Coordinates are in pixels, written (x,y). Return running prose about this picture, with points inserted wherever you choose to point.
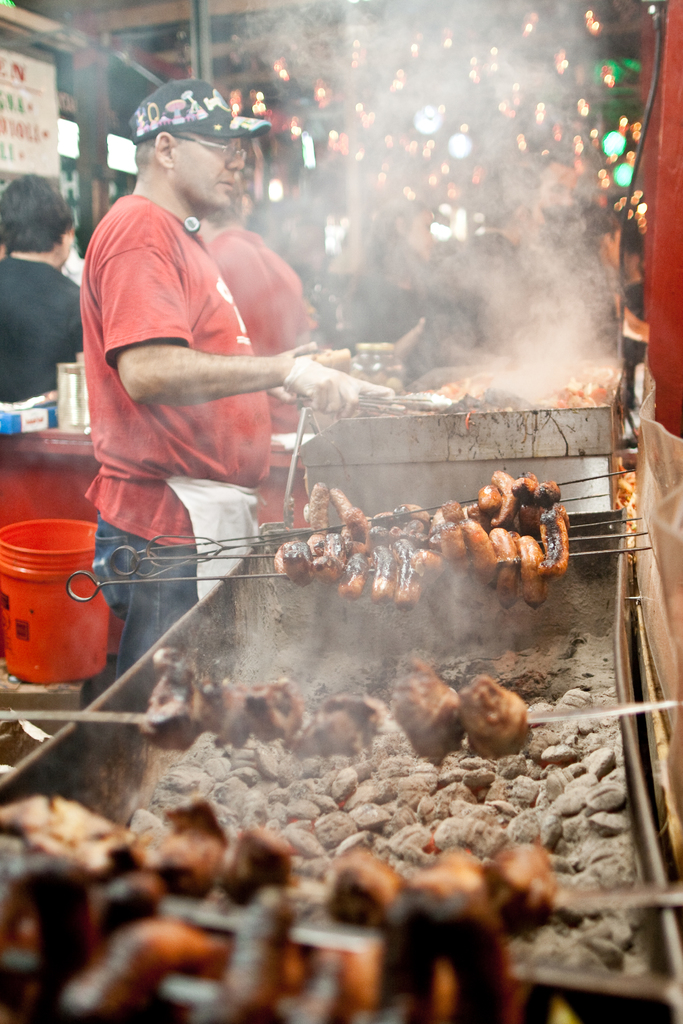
On the left side of the image (149,492) we can see a man (204,339) standing and cooking, before him we can see a barbeque (437,645) and there is a meat (524,555) placed on it. In the background (22,198) there are people (22,183) and we can see a bucket (70,553).
